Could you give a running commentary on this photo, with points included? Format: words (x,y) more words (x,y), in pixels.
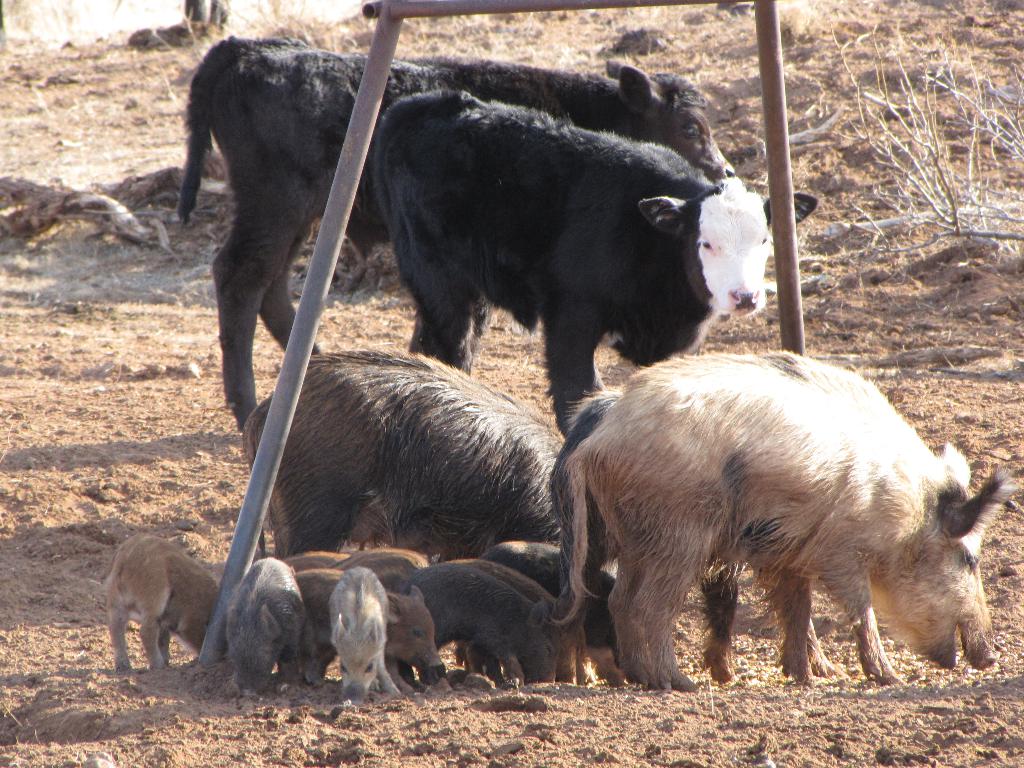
In this image, we can see animals (279,200) on the ground (224,545) and there is a stand (786,148) and we can see some twigs (908,154).
